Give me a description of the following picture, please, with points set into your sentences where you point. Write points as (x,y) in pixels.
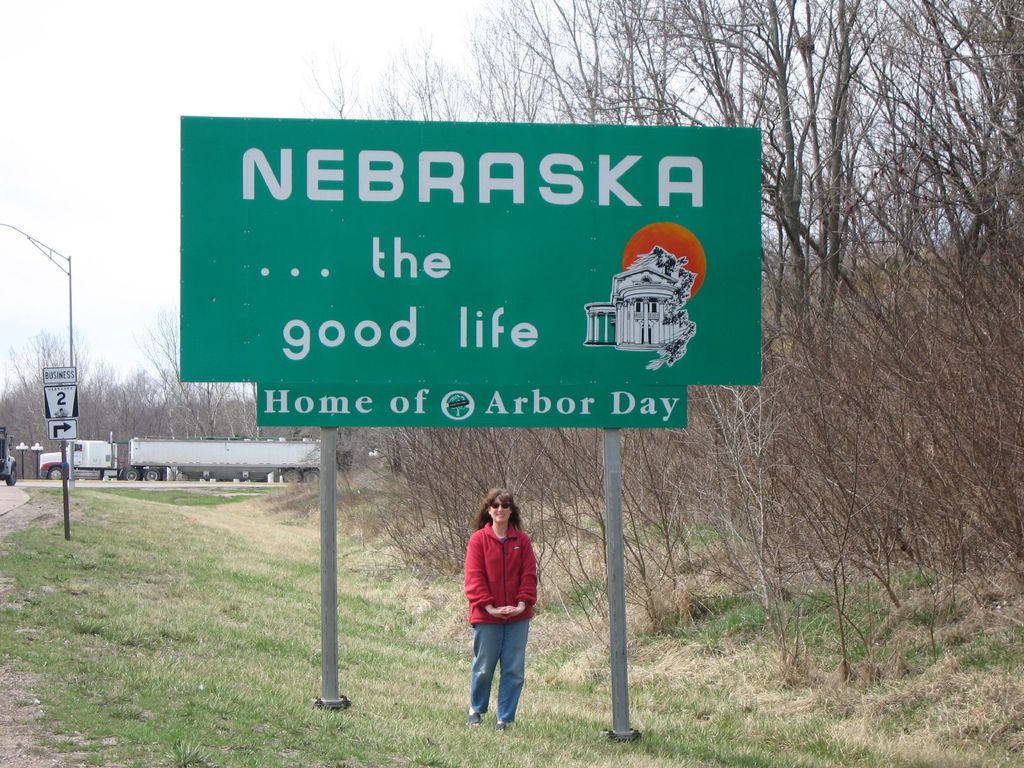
In the foreground (558,363) I can see a woman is standing on the grass (547,582) and a board (347,331). In the background (821,564) I can see trees (572,544), poles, vehicles (181,471) on the road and the sky (191,4). This image is taken may be during a day.
